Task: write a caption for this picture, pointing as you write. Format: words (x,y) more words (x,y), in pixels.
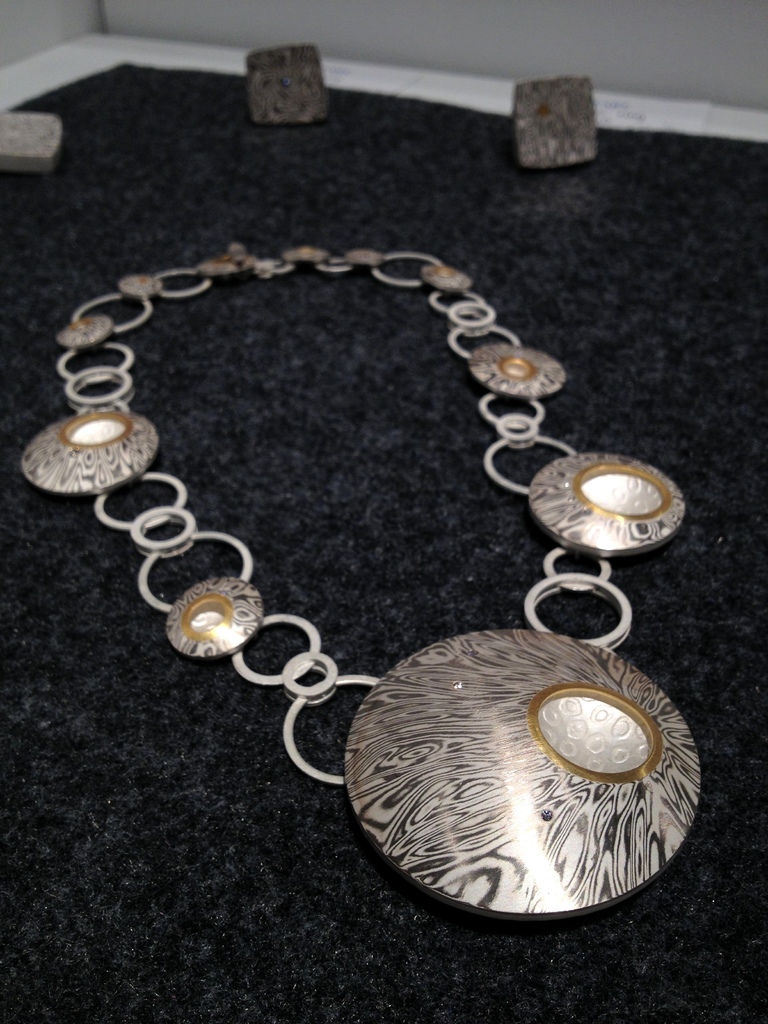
In the center of the image (458,671) we can see necklace (429,735) and stones (529,110) placed on the table (322,372).
